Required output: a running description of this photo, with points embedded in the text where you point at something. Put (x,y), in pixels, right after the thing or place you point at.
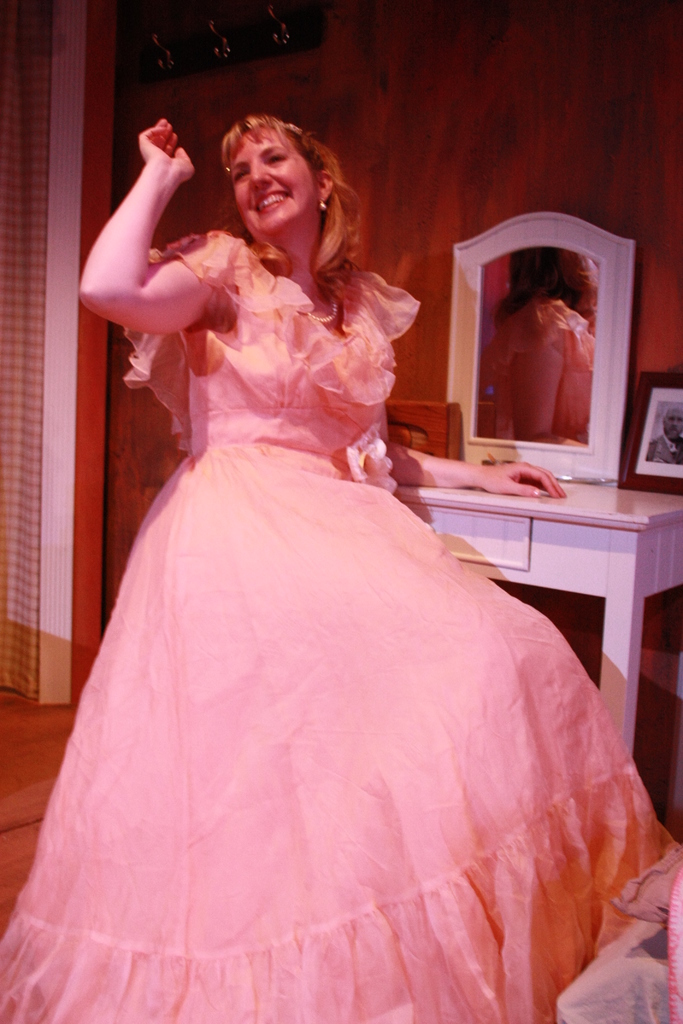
In this image I can see the girl (223,267) smiling and behind her there is a mirror (479,385).
